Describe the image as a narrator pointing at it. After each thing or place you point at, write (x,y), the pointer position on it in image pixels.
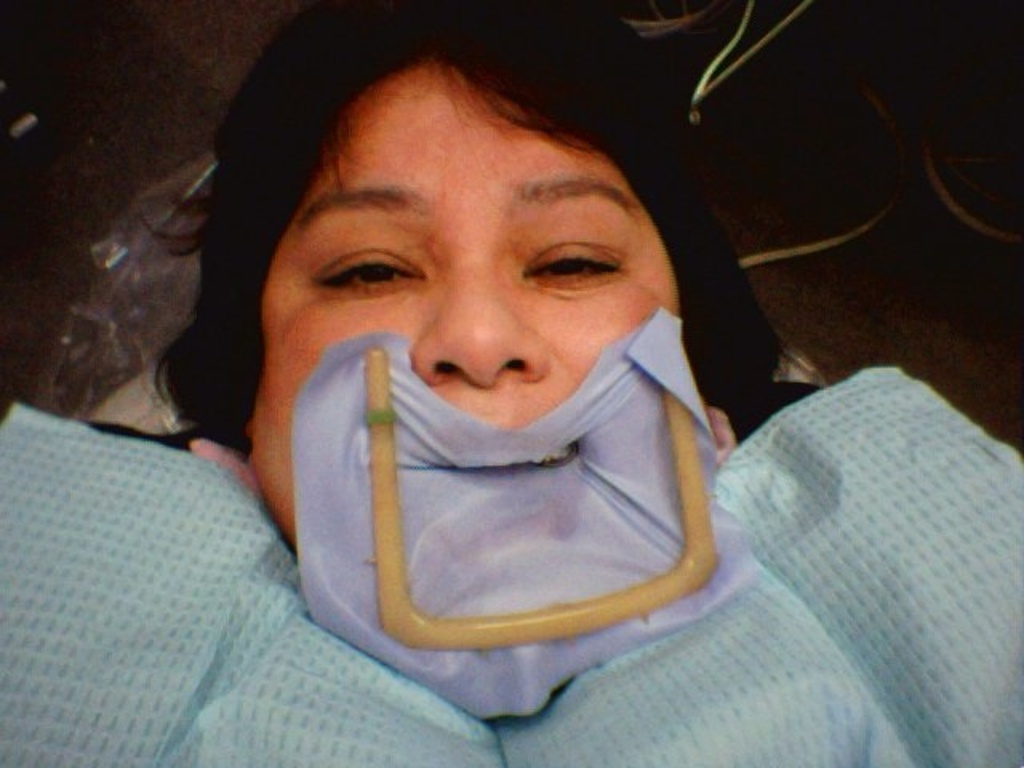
In this image there is a woman (485,172) lying, there is a blanket (76,598) on the woman (571,698), there is a cloth (488,464) in the mouth (564,441), there is an object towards the top of the image (767,33), there is an object (933,171) towards the right of the image (942,161) that looks like a wire (929,159), the background of the image (55,198) is dark.
